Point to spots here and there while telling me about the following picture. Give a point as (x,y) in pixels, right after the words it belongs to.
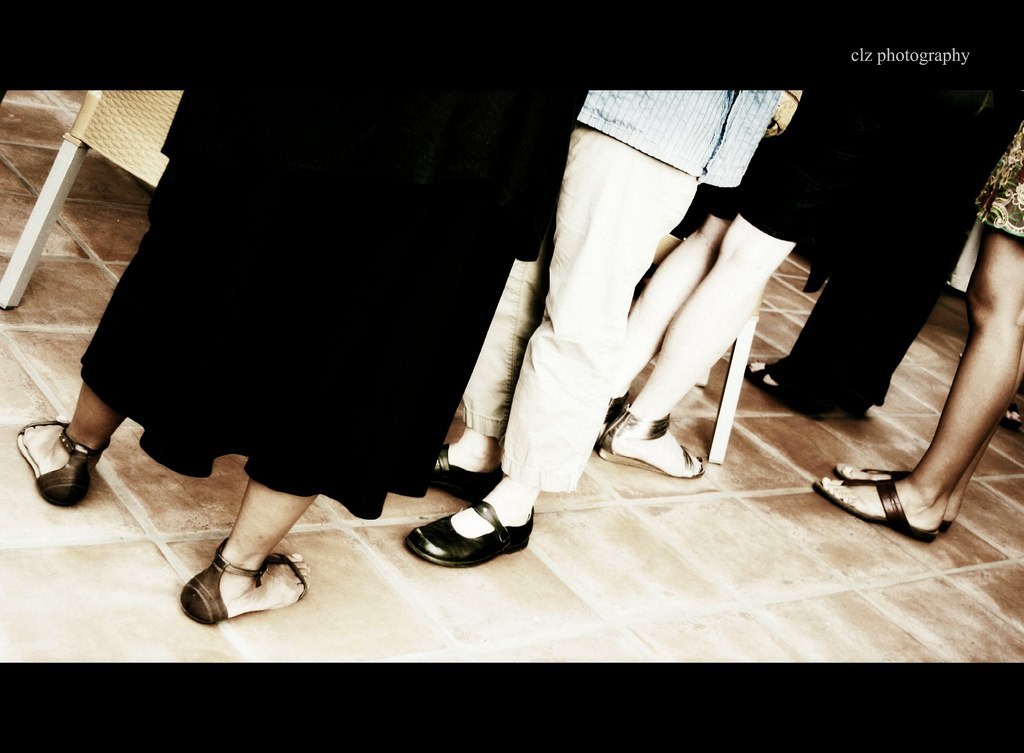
In this image, we can see people (424,123) standing and there are chairs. At the bottom (635,577), there is a floor (810,564) and at the top (859,55), we can see some text (921,59).
